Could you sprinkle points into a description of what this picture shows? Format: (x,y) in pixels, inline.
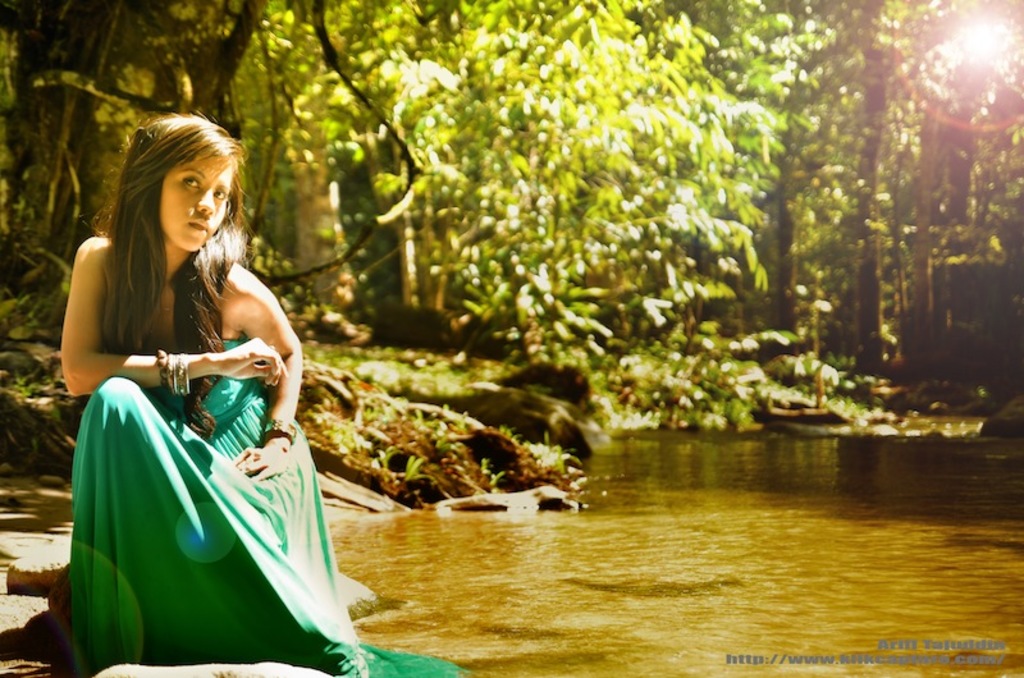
In this image there is a girl (153,618) sitting beside the lake (731,509), behind her there are so many trees (479,308).
